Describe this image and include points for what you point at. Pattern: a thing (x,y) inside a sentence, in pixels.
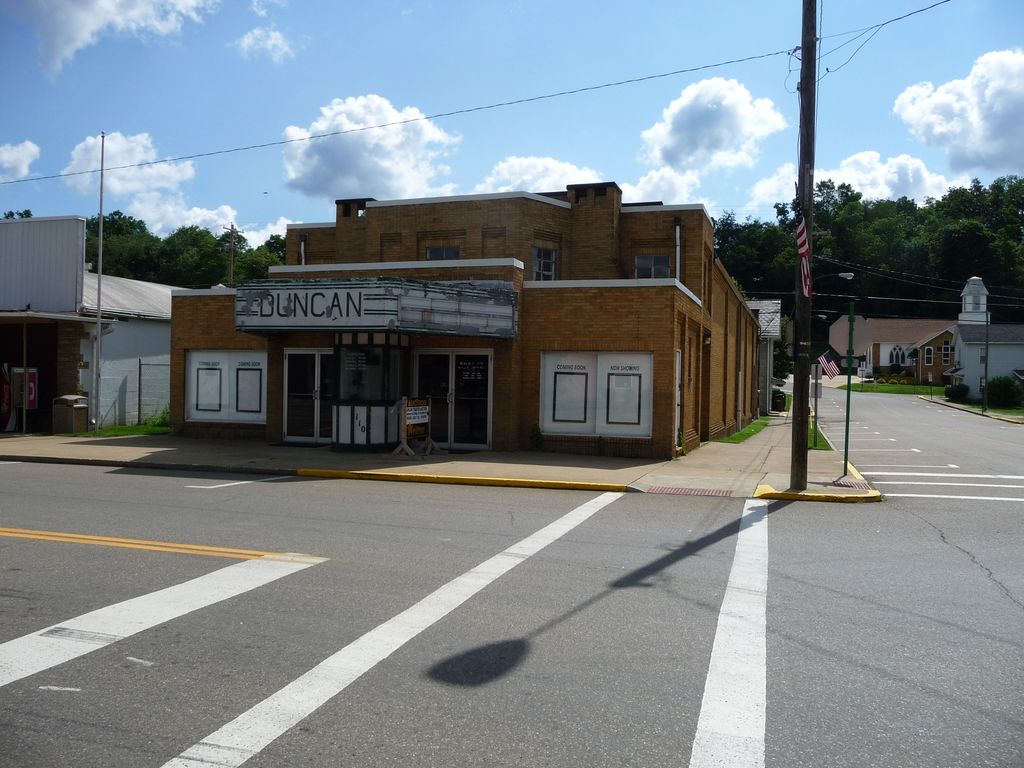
In the foreground of the picture (67,493) it is road (184,489). In the center of the picture (540,282) there are buildings (587,289), street light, footpath (756,457), poles (804,414), flag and other objects (404,283). On the left (127,264) there are trees (129,222), building (80,240), pole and cable (107,168). On the right (942,325) there are buildings (943,369), plants (953,387), grass (938,388) and trees (900,236). At the top (305,56) it is sky (422,71).
